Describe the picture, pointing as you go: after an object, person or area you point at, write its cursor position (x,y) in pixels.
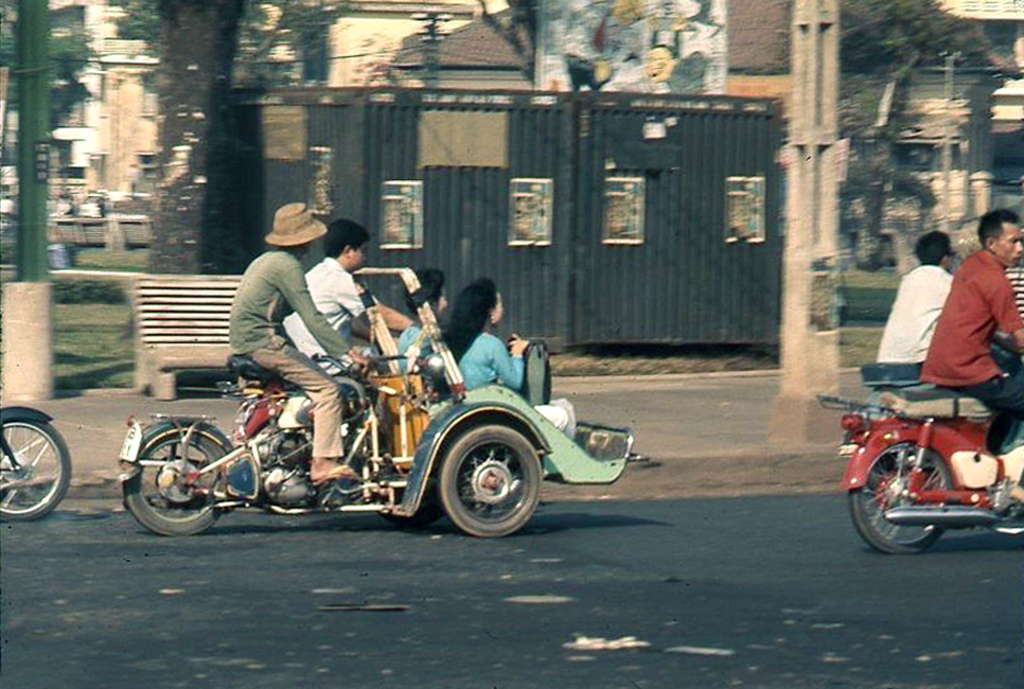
This image is clicked on road (393,588). There are few people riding motorbikes (917,401). Behind them there is a walkway (697,403), pole (807,228), bench (197,287) and tree trunk (172,134). In the background (114,115) there are buildings (131,110), a cabin (595,172) and grass (90,349).
